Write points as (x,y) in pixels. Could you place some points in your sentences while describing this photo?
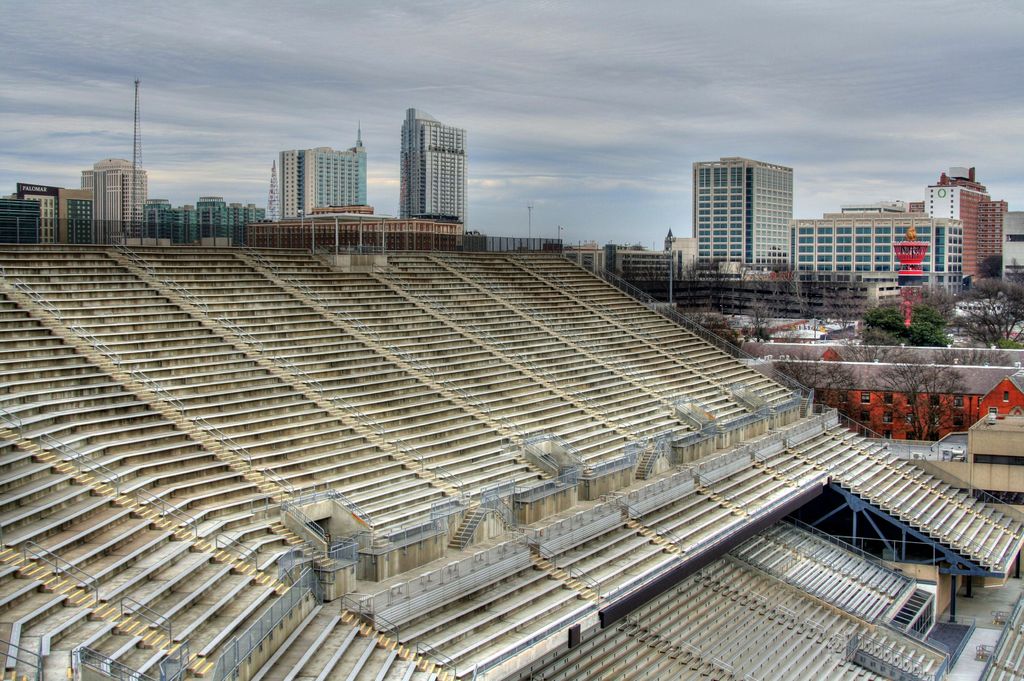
In this image in the center (446,433) there are steps (454,435). In the background (335,175) there are buildings (739,212) and trees (933,340) and the sky (484,117) is cloudy.
